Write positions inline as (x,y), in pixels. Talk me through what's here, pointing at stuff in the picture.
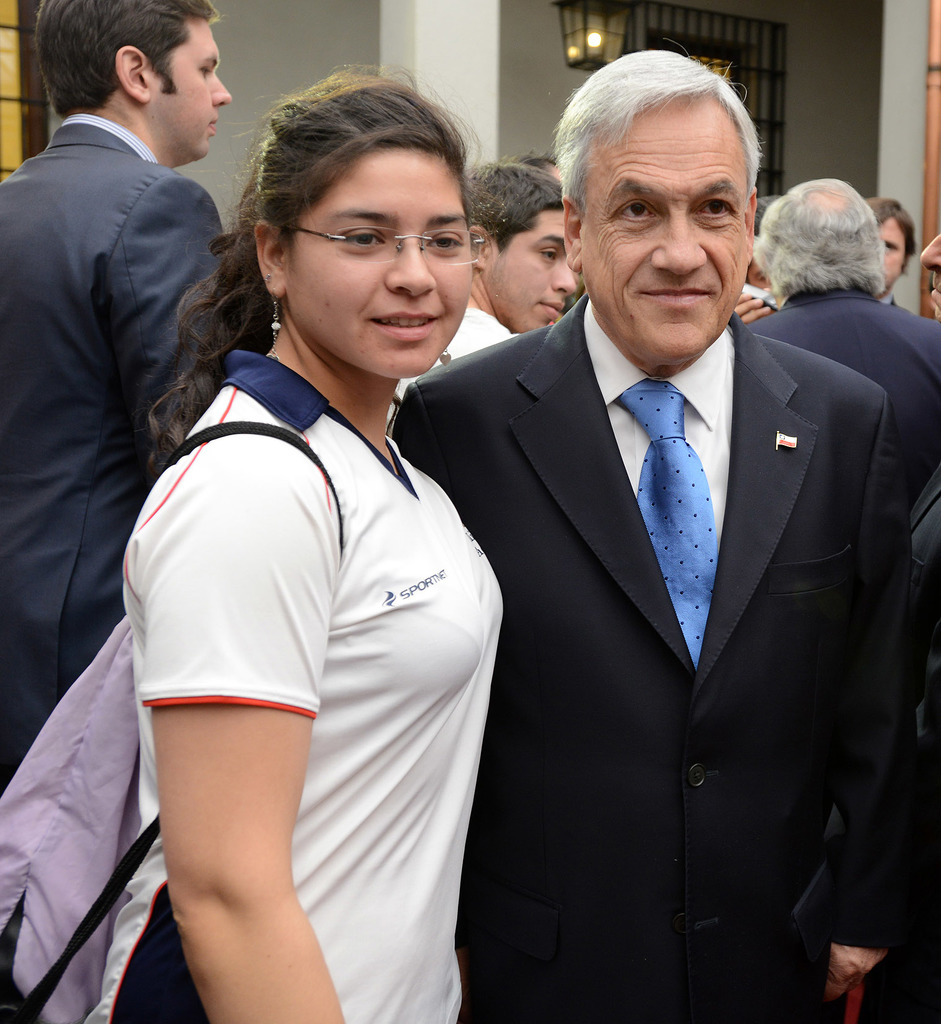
In this image in the foreground (581,591) there are two persons (560,542) who are standing, and in the background (171,338) there are a group of people (826,281) and a house (641,46), light (601,25) and a wall (835,79).
